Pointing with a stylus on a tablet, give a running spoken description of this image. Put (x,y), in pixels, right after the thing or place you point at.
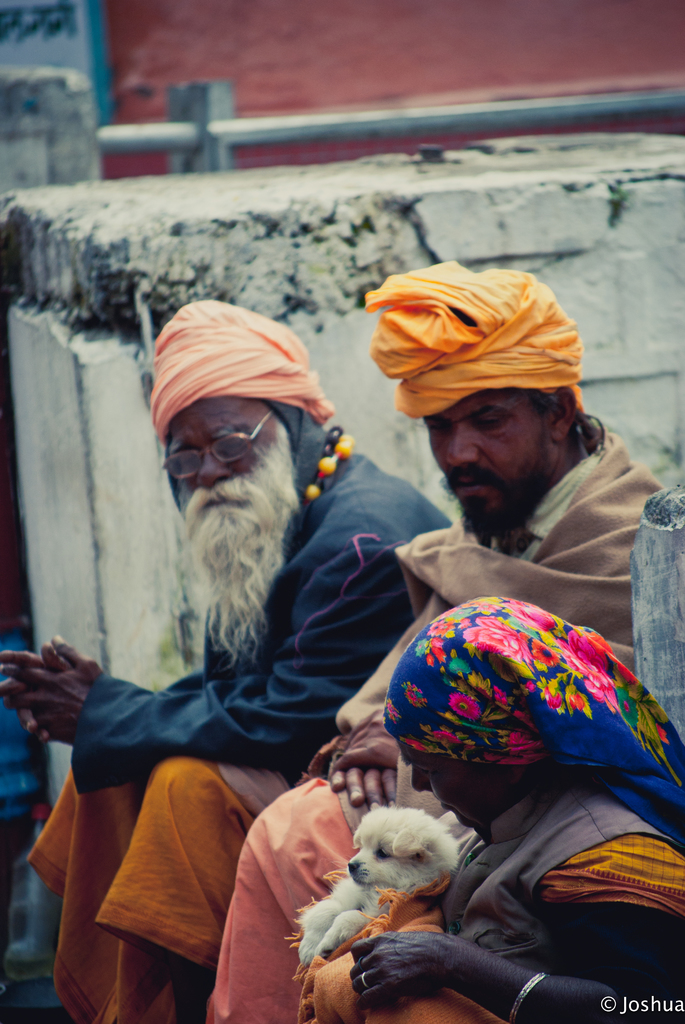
In this picture there are two persons (228,564) sitting and there is a woman (641,729) sitting and holding the dog (417,887). At the back (598,110) there is a building (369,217) and there is a railing (290,137). At the bottom right (657,1006) there is text (645,1006).
